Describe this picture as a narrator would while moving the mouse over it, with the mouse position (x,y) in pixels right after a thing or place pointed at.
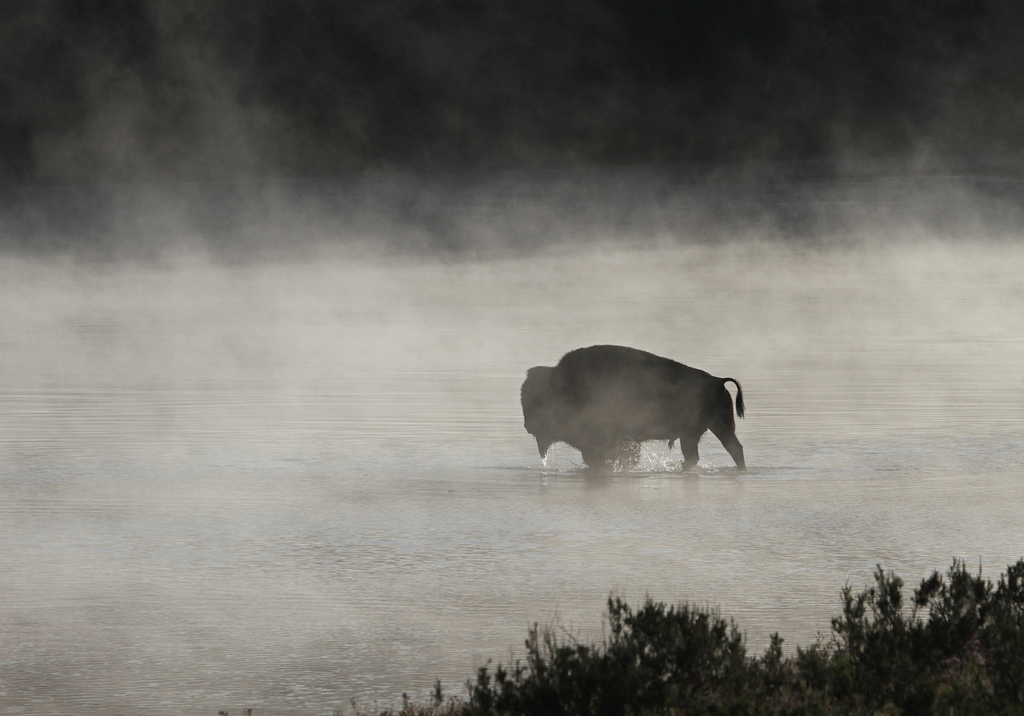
At the bottom (706,681) there are few plants (723,697). In the middle of the image (538,294) there is a sea (353,443) and I can see an animal (603,452) in the water (541,506) and also I can see the fog (160,346) on the water (614,305). The background (782,83) is in black color.
